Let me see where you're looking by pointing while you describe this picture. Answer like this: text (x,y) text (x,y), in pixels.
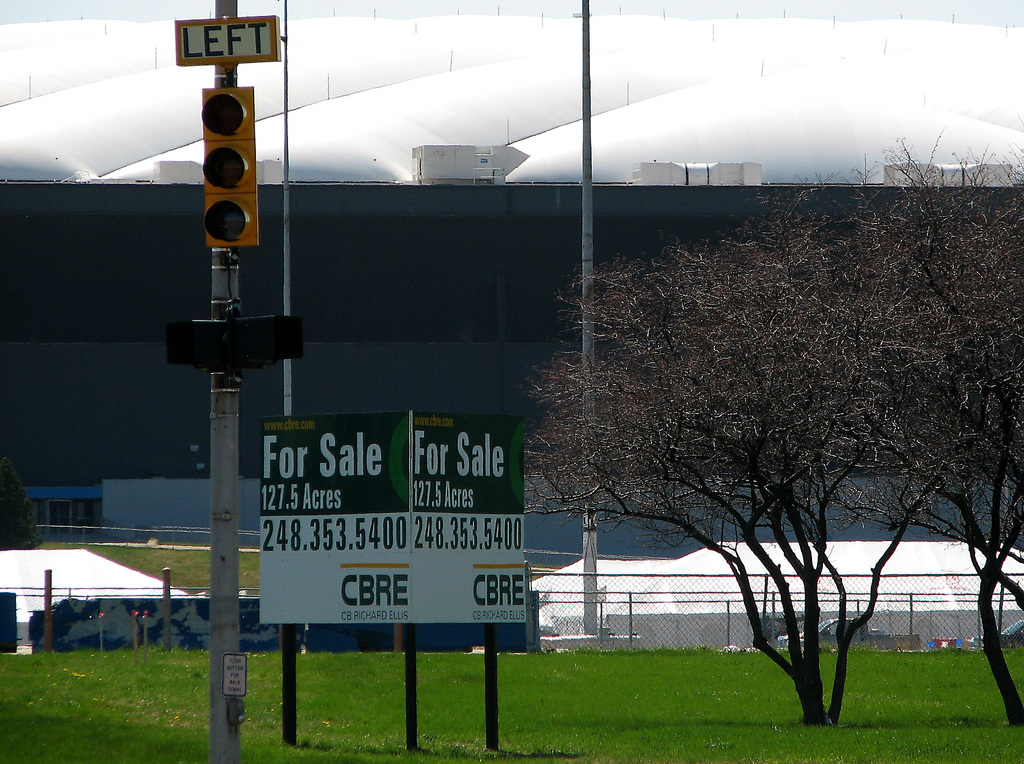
In the picture we can see a grass surface (776,741) on it, we can see a board (313,526) with the advertisement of land sale and beside it, we can see a pole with traffic light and besides we can see some trees (10,517) and poles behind it with a railing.
